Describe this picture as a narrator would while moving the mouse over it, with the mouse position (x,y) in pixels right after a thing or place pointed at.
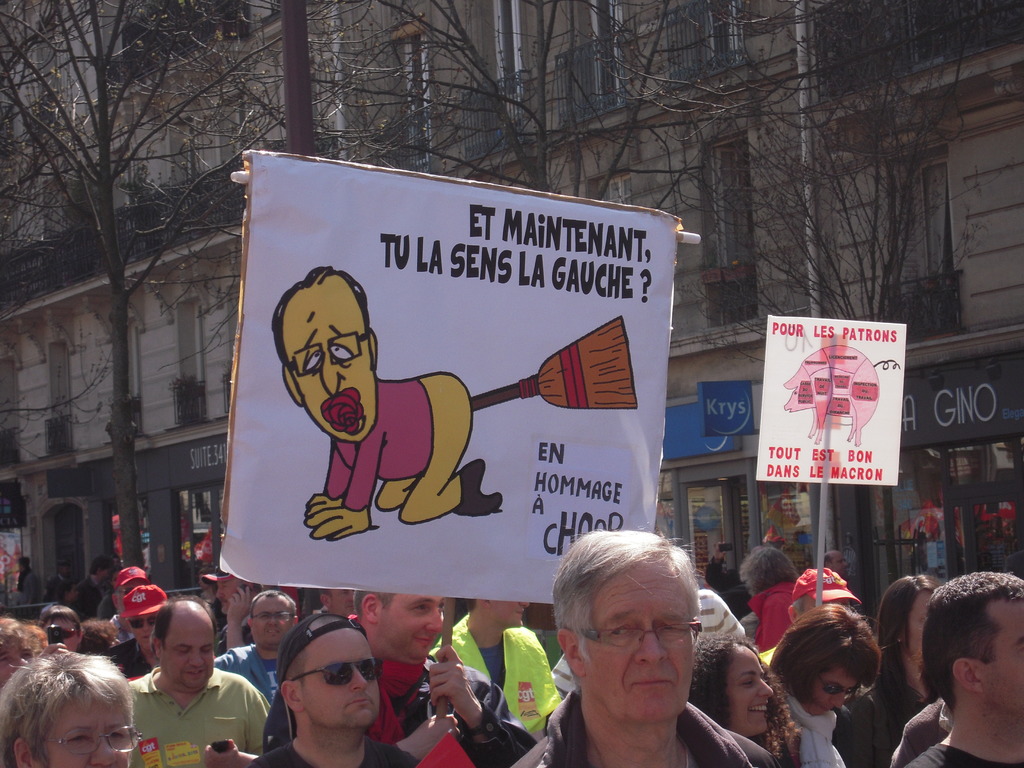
This image consists of many people (893,613). In the middle (556,462), there is a man (426,704) holding a placard (560,536). In the background (971,184), there are many trees (916,191) and buildings (973,449) along with the boards (806,429).
